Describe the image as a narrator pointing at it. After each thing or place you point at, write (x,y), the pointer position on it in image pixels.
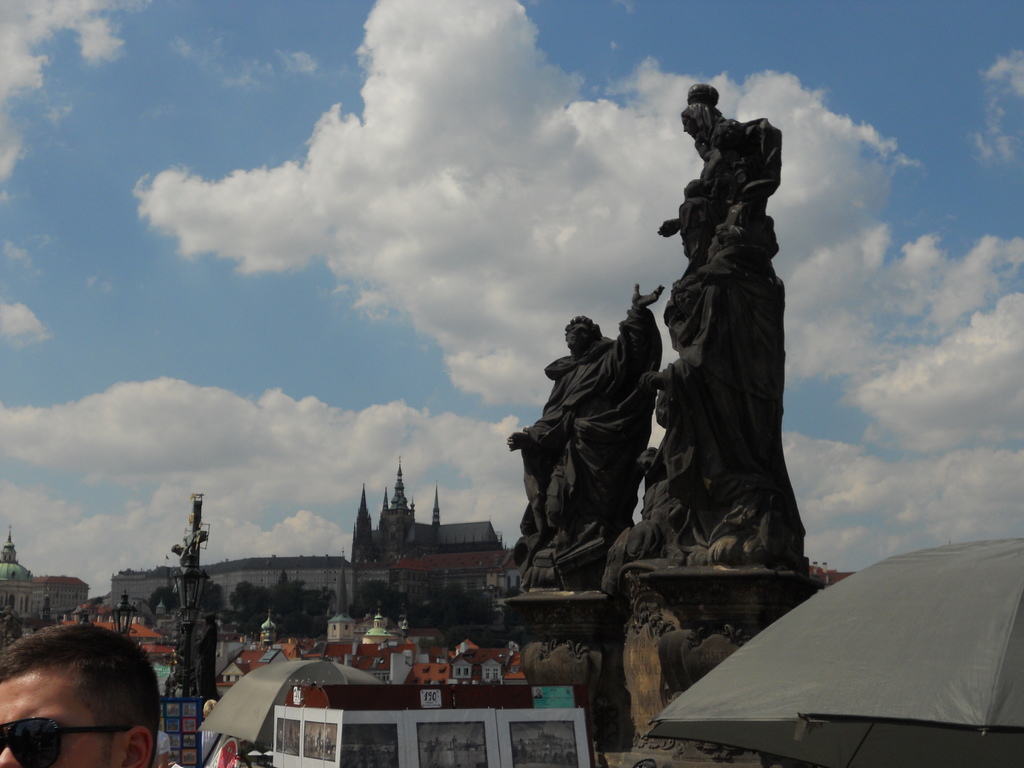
the sky (213,291) with clouds (939,277). In the picture we can see a part of the man's head (149,685) and behind him we can see a part of the box (297,743) with white borders (290,757) and glasses (281,731) to it and behind it, we can see two sculptures (615,695) which are black in color and behind it, we can see some houses (348,640) and behind it we can see some trees (295,587) and buildings (439,562) and in the background (363,331) we can see the sky (536,338) with clouds (411,456).
